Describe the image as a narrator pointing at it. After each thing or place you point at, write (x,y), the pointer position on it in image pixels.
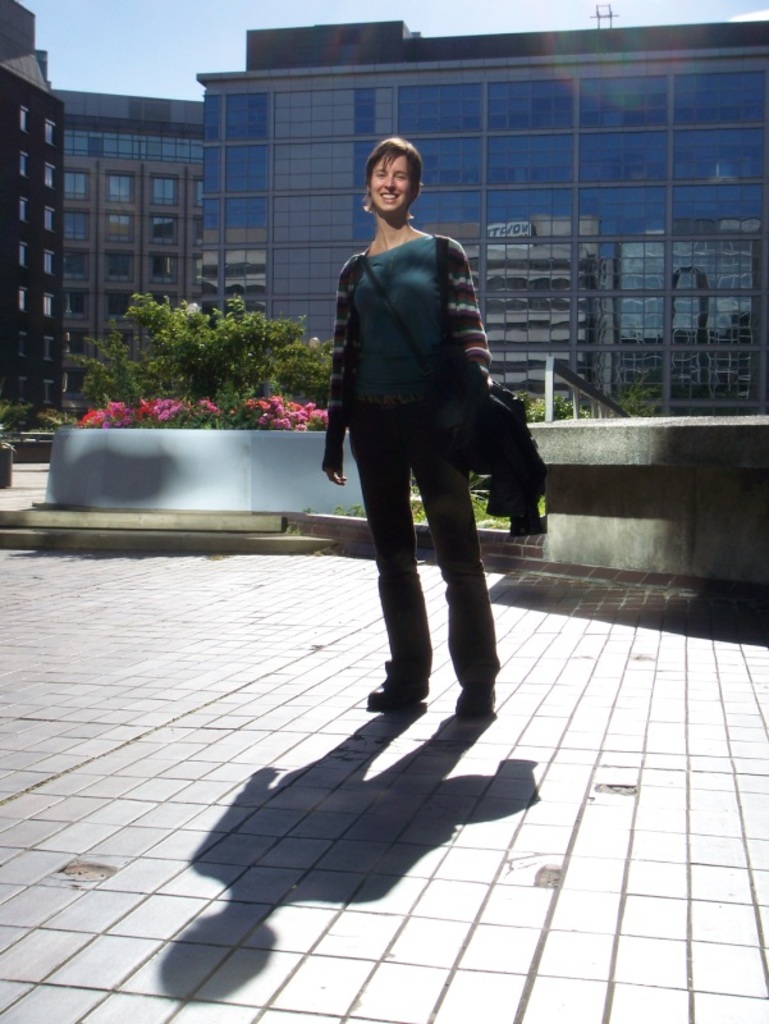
In the center of the image (472,590) we can see a lady (417,468) standing and smiling. In the background (517,389) there are plants (293,417), flowers (311,420), buildings (255,190) and sky (234,52).
